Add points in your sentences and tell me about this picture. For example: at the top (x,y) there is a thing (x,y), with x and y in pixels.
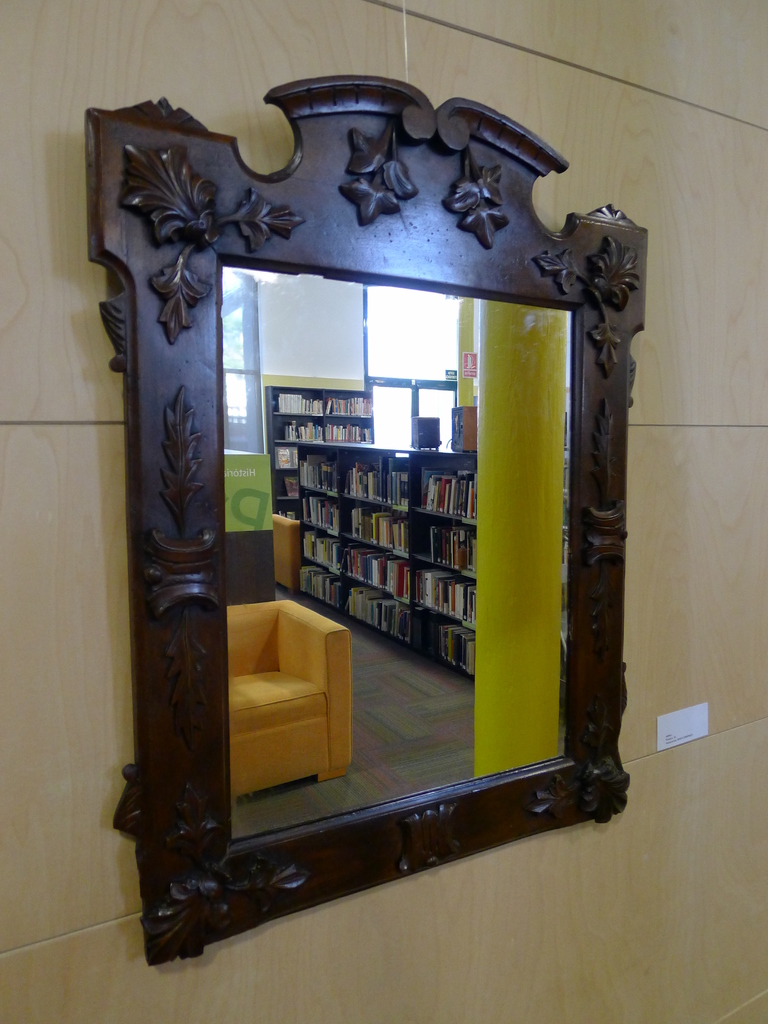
In this image we can see a mirror (546,406) on the wall (33,583). In the background (374,652), we can see sofa (307,704) placed on the ground (373,704), a group of books (352,486) placed in racks (398,551), speakers (463,431) and windows (402,399).
